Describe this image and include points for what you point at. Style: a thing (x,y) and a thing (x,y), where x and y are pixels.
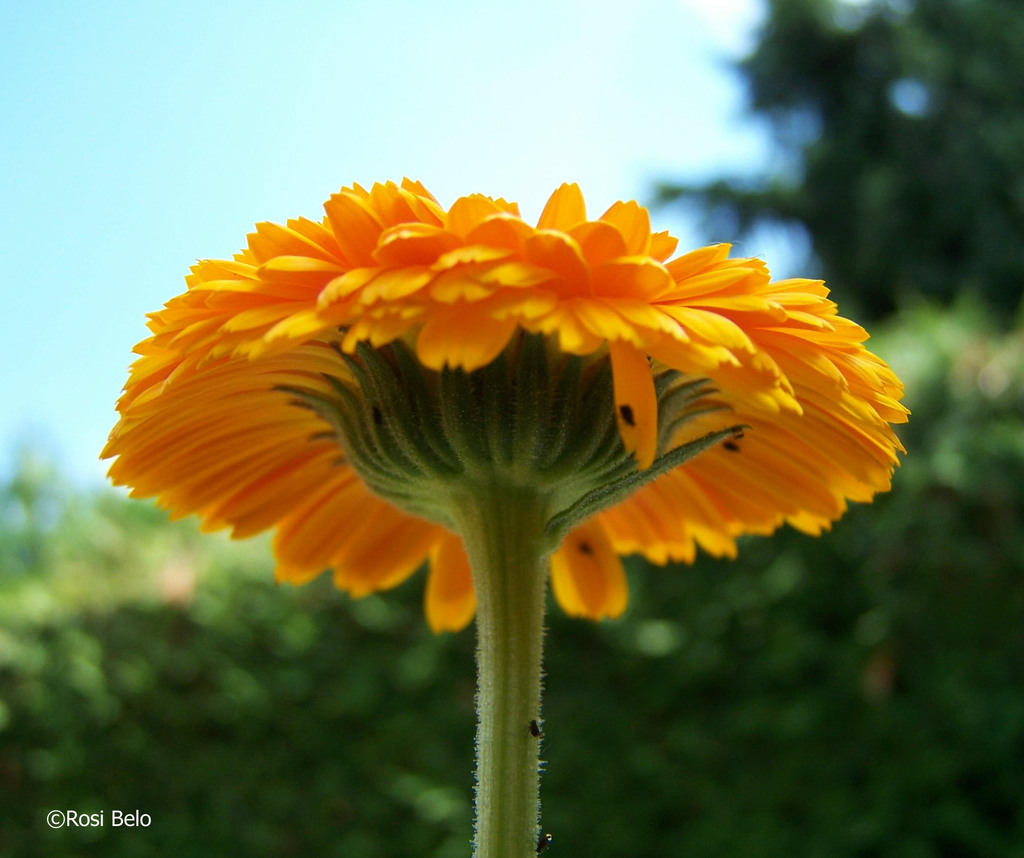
In the picture we can see the flower (295,452) with a stem (478,811) and the flower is yellow in color and behind the flower (263,260) we can see plants (372,640) and the sky (217,222).
